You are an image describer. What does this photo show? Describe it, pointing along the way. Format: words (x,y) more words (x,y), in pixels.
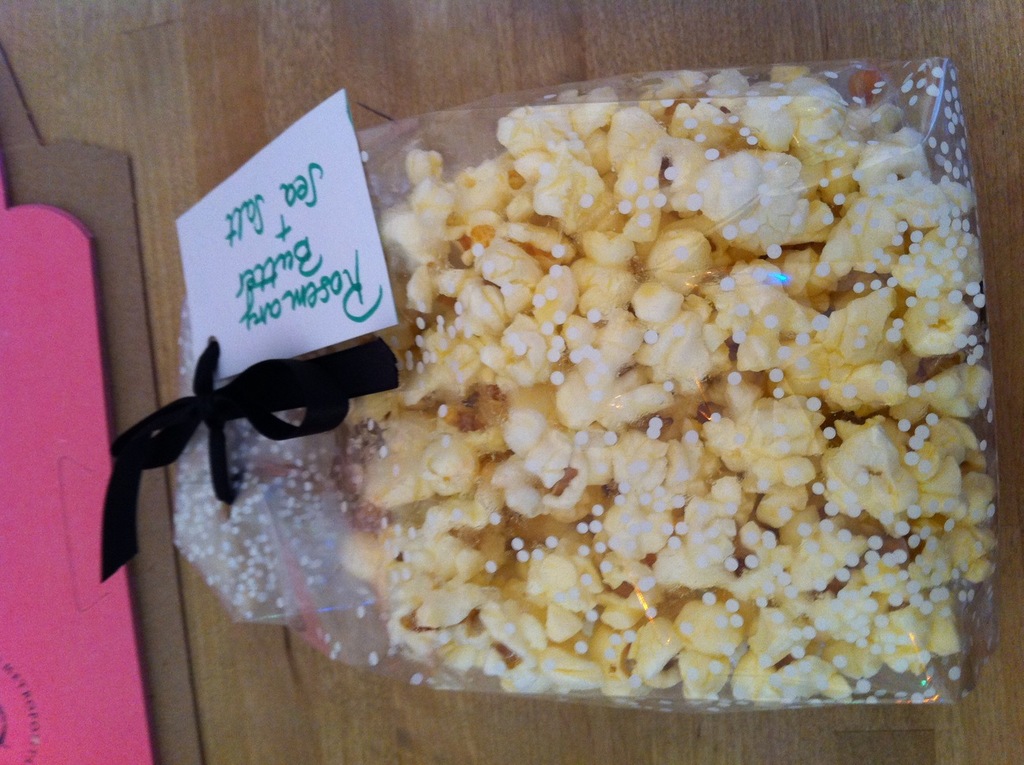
In this image I can see the brown colored surface (361,42) and on it I can see the pink colored object (35,495) and a packet (742,457) in which I can see popcorn (629,286) and a white colored board (320,269) to the packet (612,279).
